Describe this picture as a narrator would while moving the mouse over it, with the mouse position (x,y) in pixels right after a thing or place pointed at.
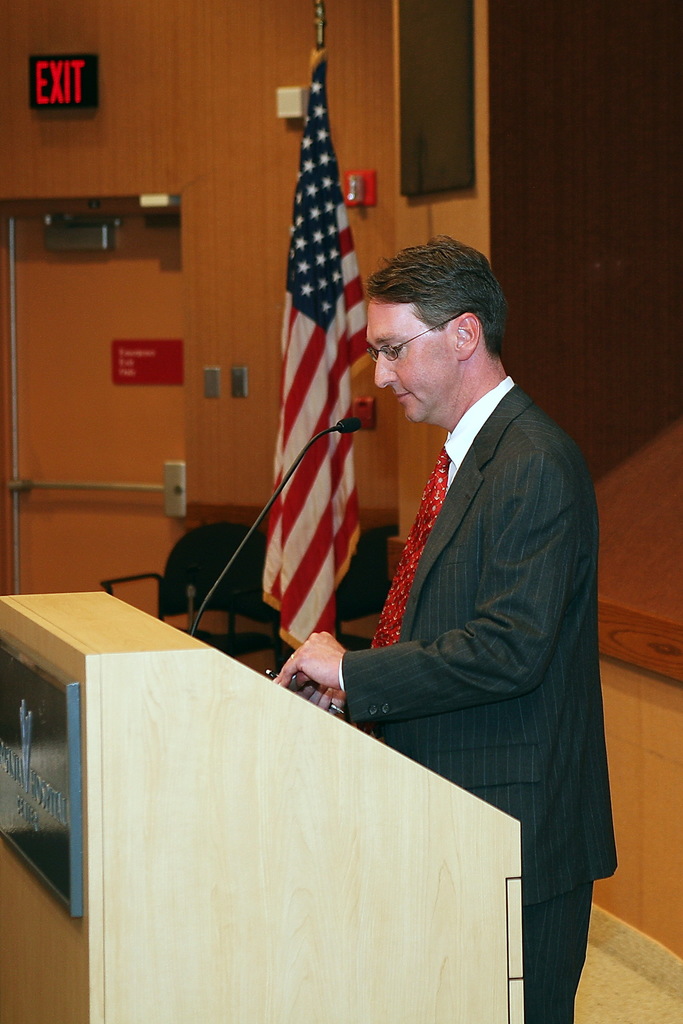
In the picture we can see a man (557,778) standing near the desk (408,767), on the desk (408,802), we can see a microphone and a man (453,496) is wearing a blazer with tie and shirt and in the background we can see a wooden wall (538,157) and an exit door (86,309).
